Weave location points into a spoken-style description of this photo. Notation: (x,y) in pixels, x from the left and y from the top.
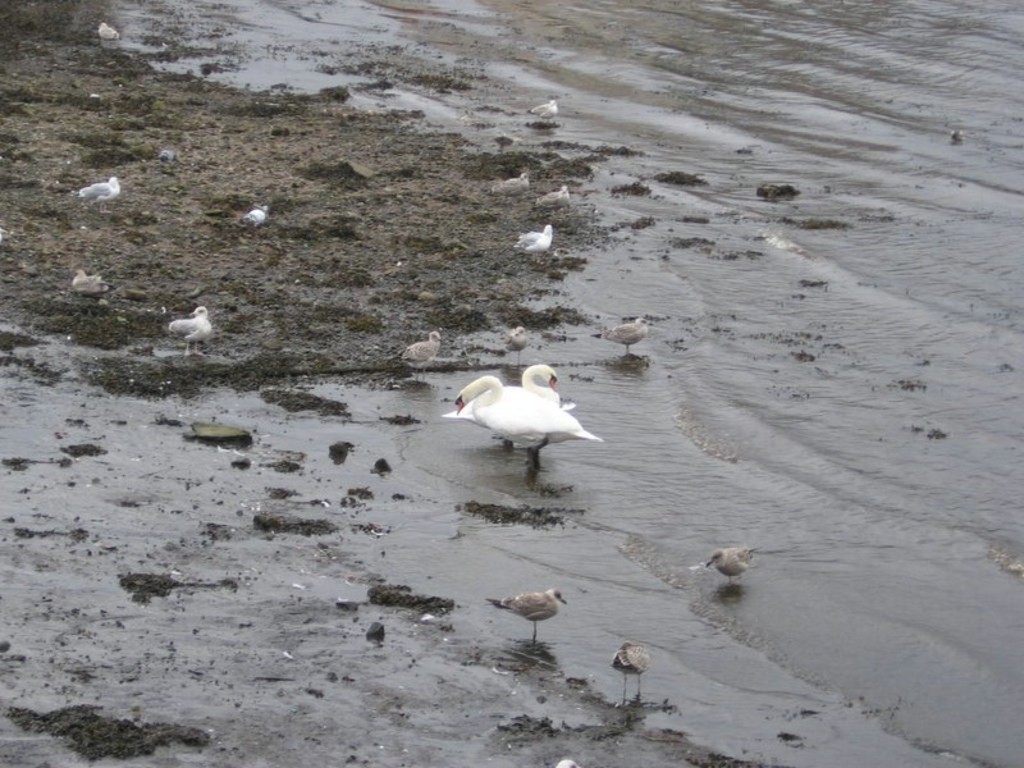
In this image we can see water (740,295) and birds (506,600).
